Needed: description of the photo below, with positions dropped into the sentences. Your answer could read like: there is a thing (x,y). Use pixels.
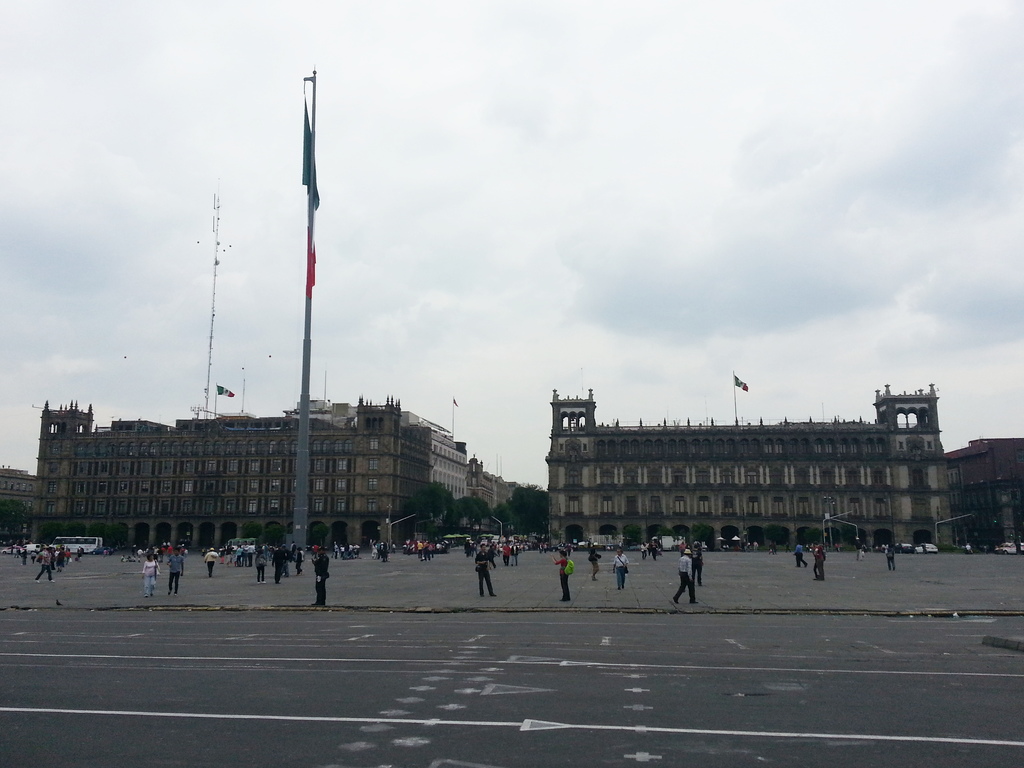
In the picture we can see a road (66,674) and behind it, we can see a space (1014,597) with many people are walking and standing and far away from it, we can see two buildings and between the buildings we can see road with some trees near it and poles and behind the buildings (757,465) we can see a sky (626,273) with clouds (652,315).
